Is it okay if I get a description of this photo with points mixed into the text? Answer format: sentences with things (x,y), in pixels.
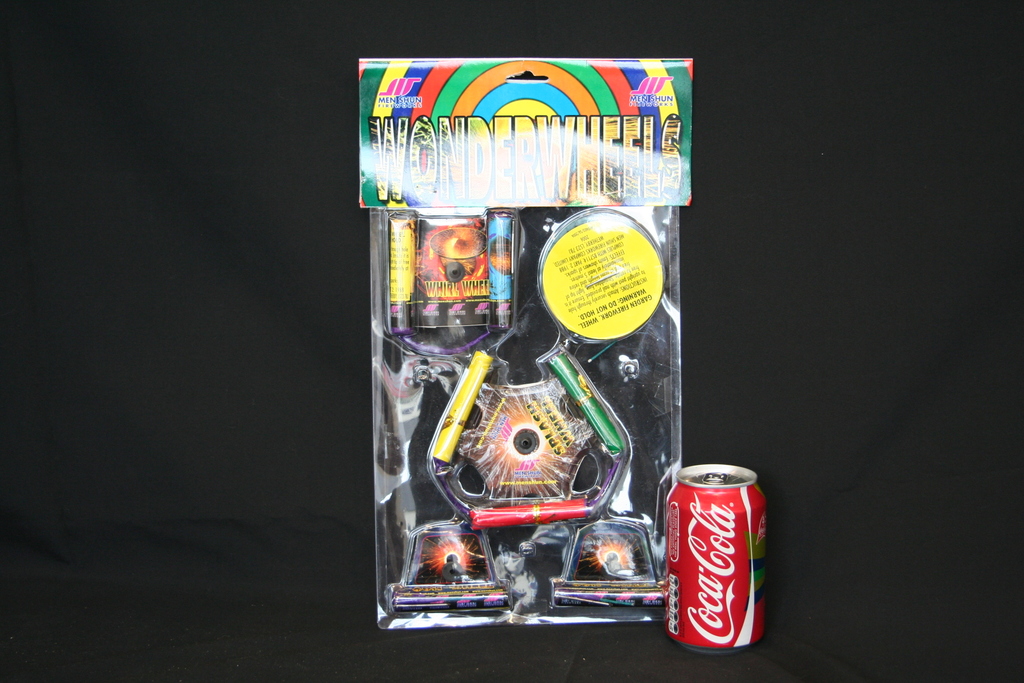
In this image, on the right side (711,538), we can see a coke tin (709,566). In the middle of the image (438,280), we can see a toy box (499,231). In the background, we can see black color.
